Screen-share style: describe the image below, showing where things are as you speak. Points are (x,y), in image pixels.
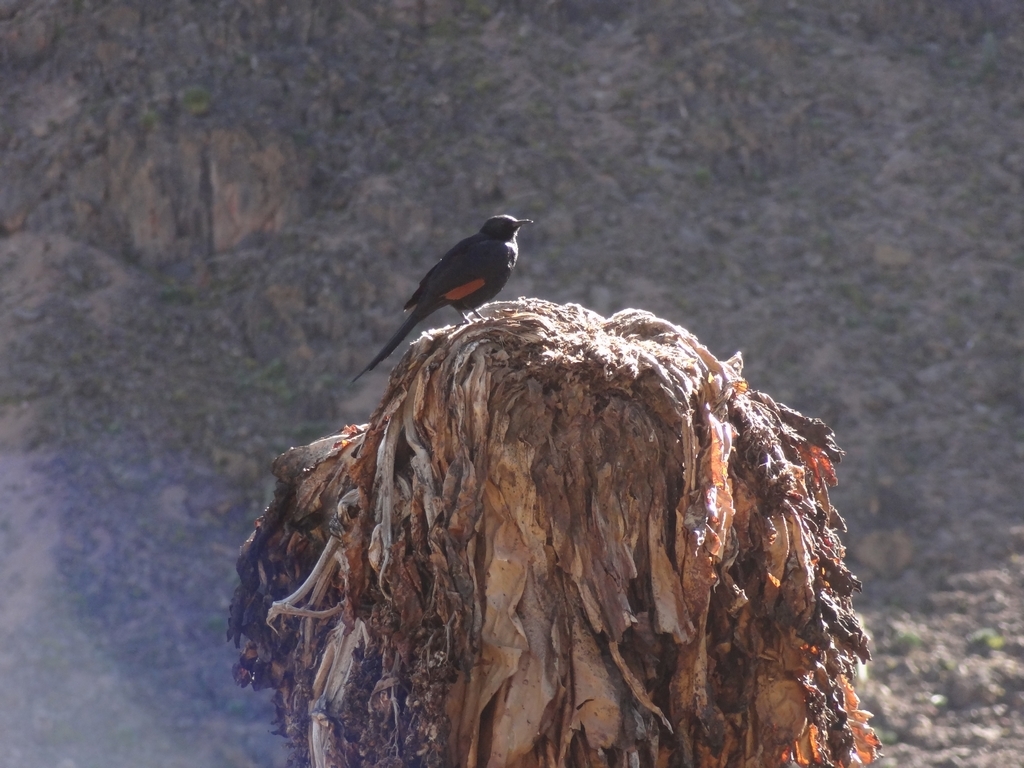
In this image we can see a bird (494,289) on the bark (446,484) of a tree (440,582).
